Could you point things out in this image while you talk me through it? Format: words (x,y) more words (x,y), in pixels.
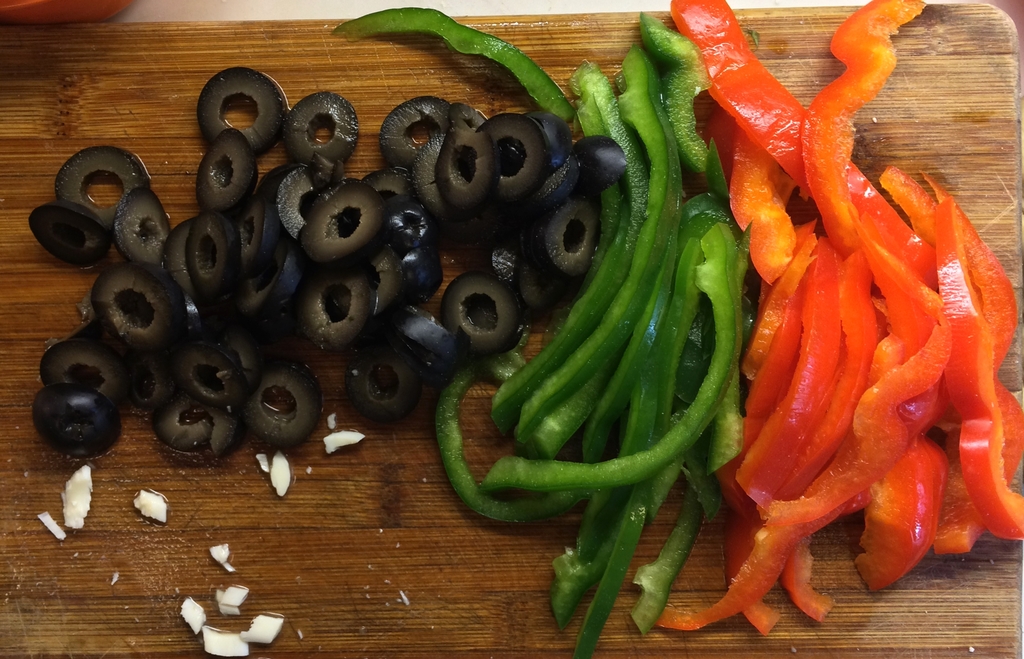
In this image at the bottom (235,447) there is a cutting board (45,188), on the board (979,152) there are some olives (111,276) and capsicums (620,357).
